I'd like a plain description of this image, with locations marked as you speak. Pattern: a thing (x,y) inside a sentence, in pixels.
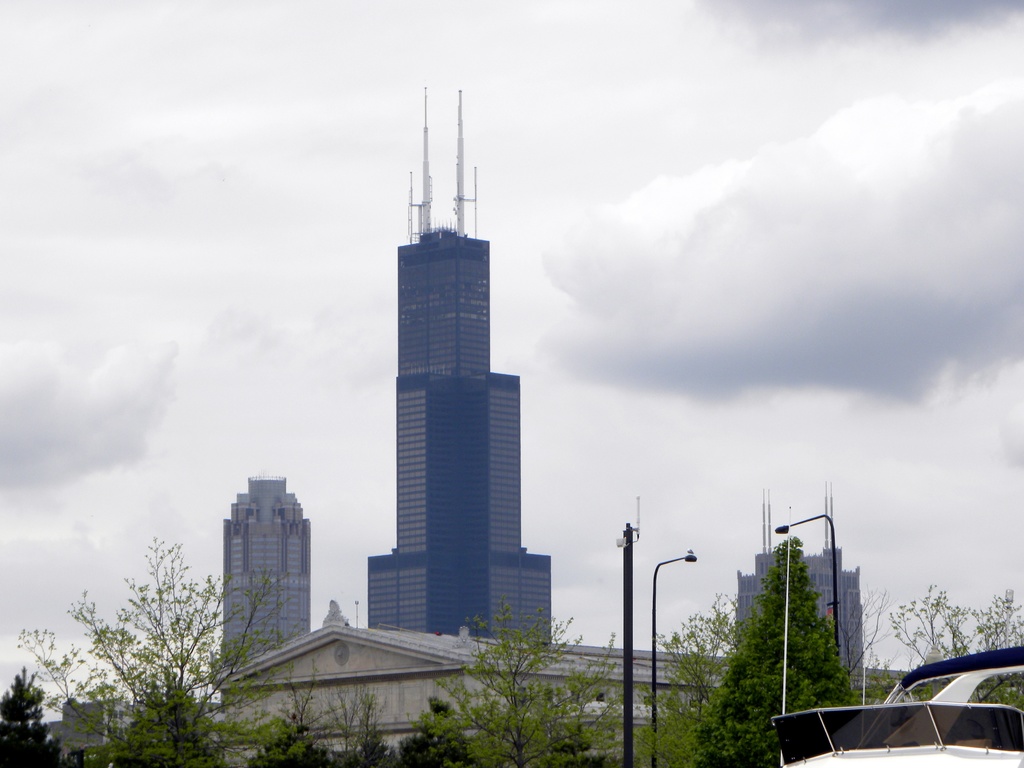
In this image we can see a group of trees (692,733), light poles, group of buildings (840,602) with roof (398,642) and in the background (757,500) we can see the cloudy sky (699,352).
